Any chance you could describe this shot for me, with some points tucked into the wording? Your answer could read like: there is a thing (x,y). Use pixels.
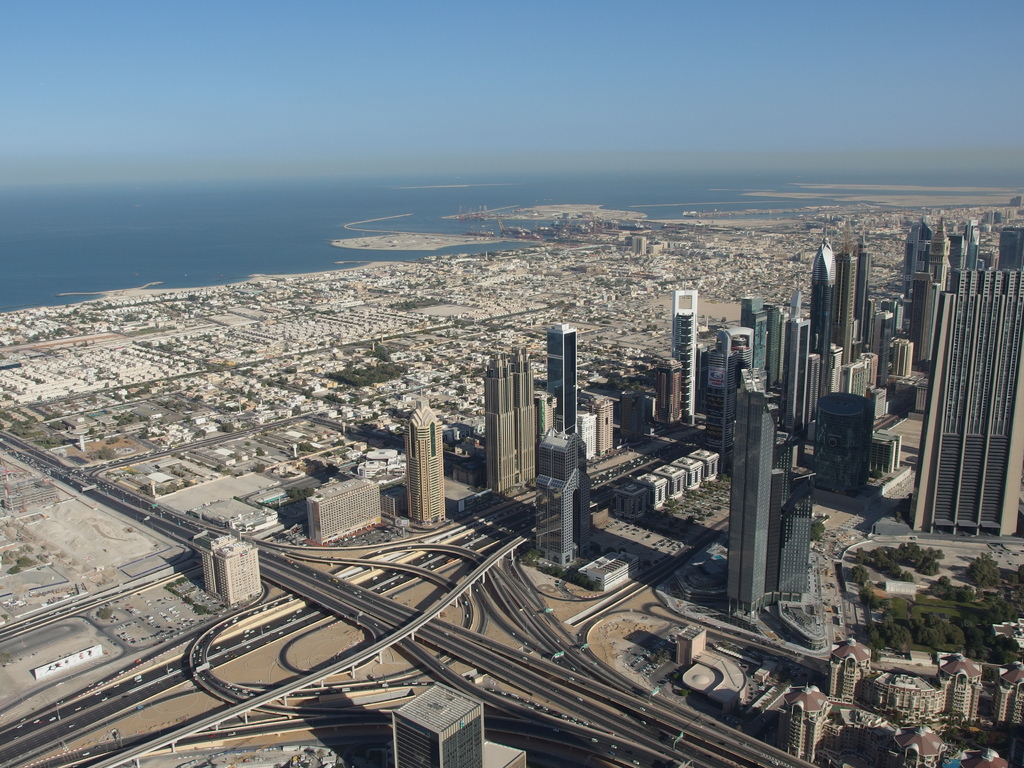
In this image I can see number of buildings (470,711), number of trees (867,588), roads (168,756) and in the background (303,240) I can see water (275,267) and the sky (306,68).
